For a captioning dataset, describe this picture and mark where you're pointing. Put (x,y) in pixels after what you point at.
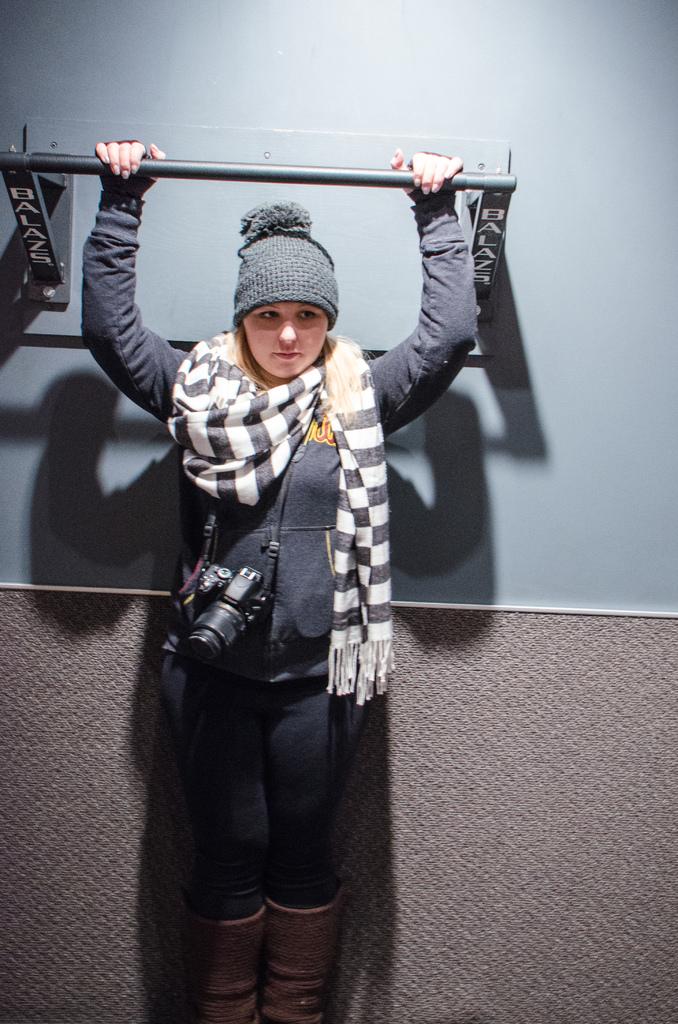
In this we can see a woman (196,413) wearing a camera (236,622) and a scarf (228,433). She is holding a rod (458,180) with her hands (437,166).
